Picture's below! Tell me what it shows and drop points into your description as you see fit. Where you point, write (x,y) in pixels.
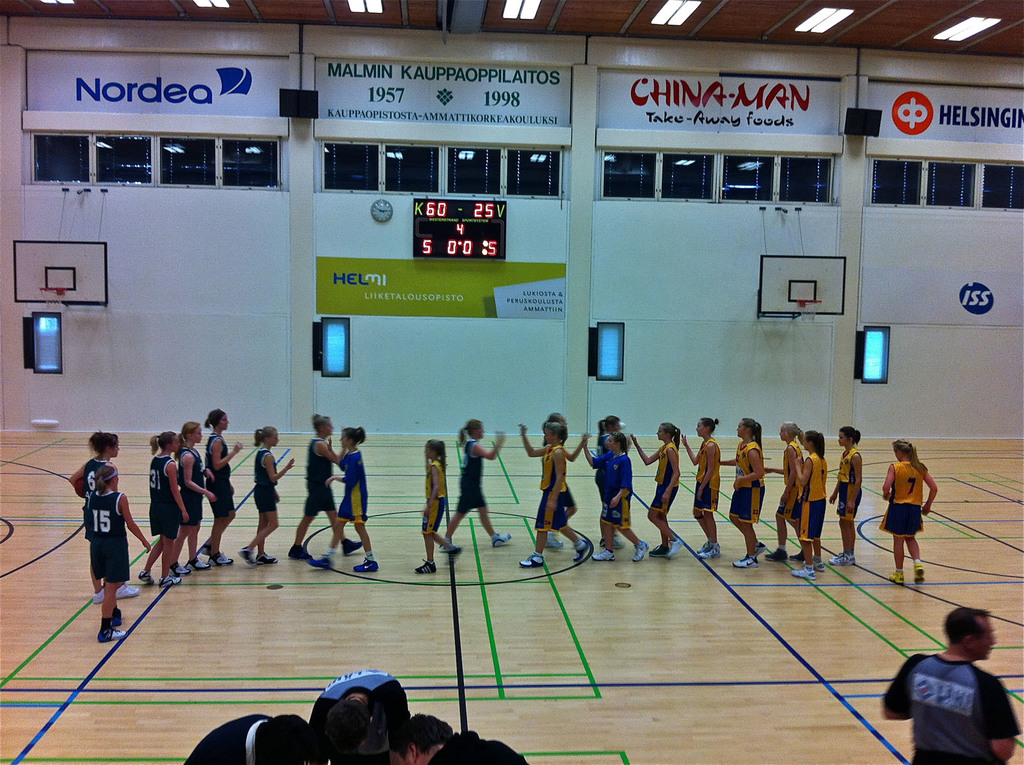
There are group of girls (362,475) walking. This looks like a basketball stadium (722,659). This is a scoreboard (506,202), wall clock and basketball nets (793,306) are attached to the wall (697,266). These are the windows (693,162). I think these are the speakers (856,109). I can see few people (433,733) standing. These are the posters (519,95) attached to the wall (357,216). I can see the tube lights (956,38) attached to the roof (719,16).
